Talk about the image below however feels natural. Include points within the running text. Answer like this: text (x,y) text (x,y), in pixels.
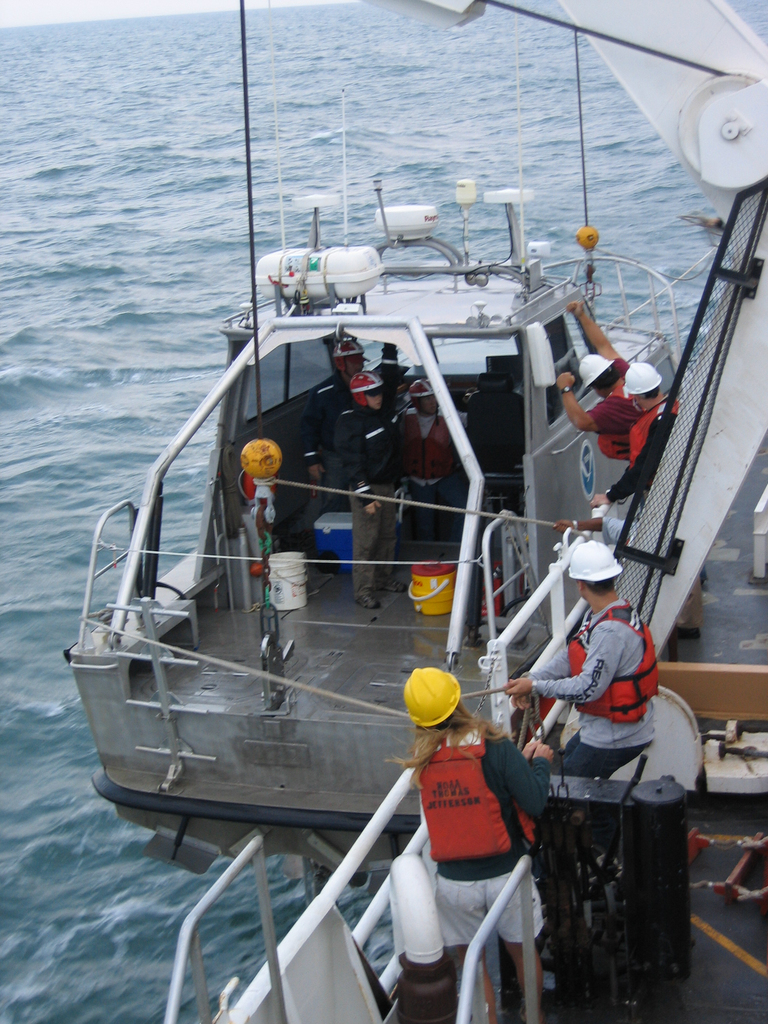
In this image, I can see three persons (378,456) and few objects (280,570) in a boat (415,306), which is hanging with the ropes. On the right side of the image (686,420), It is looking like a ship (708,614), with few people (499,763) and objects (645,823). There is water (75,421).
